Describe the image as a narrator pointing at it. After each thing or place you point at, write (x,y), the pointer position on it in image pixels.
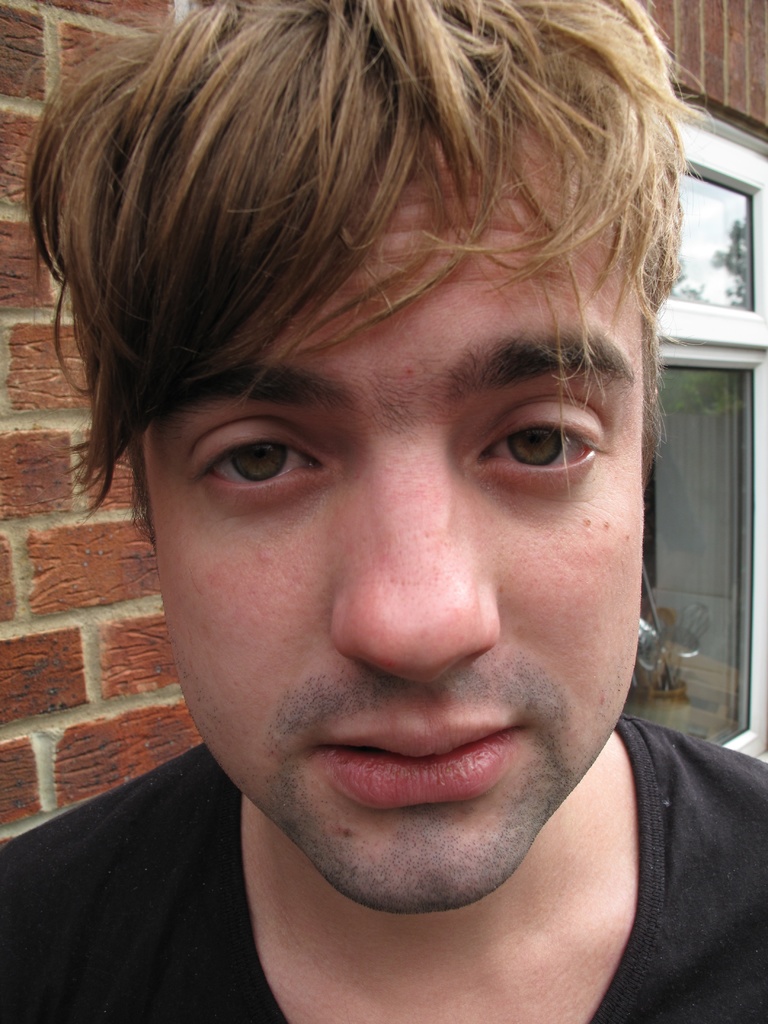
In this picture we can see a man (82,850) and at the back of him we can see the wall (124,32), window (683,223).
